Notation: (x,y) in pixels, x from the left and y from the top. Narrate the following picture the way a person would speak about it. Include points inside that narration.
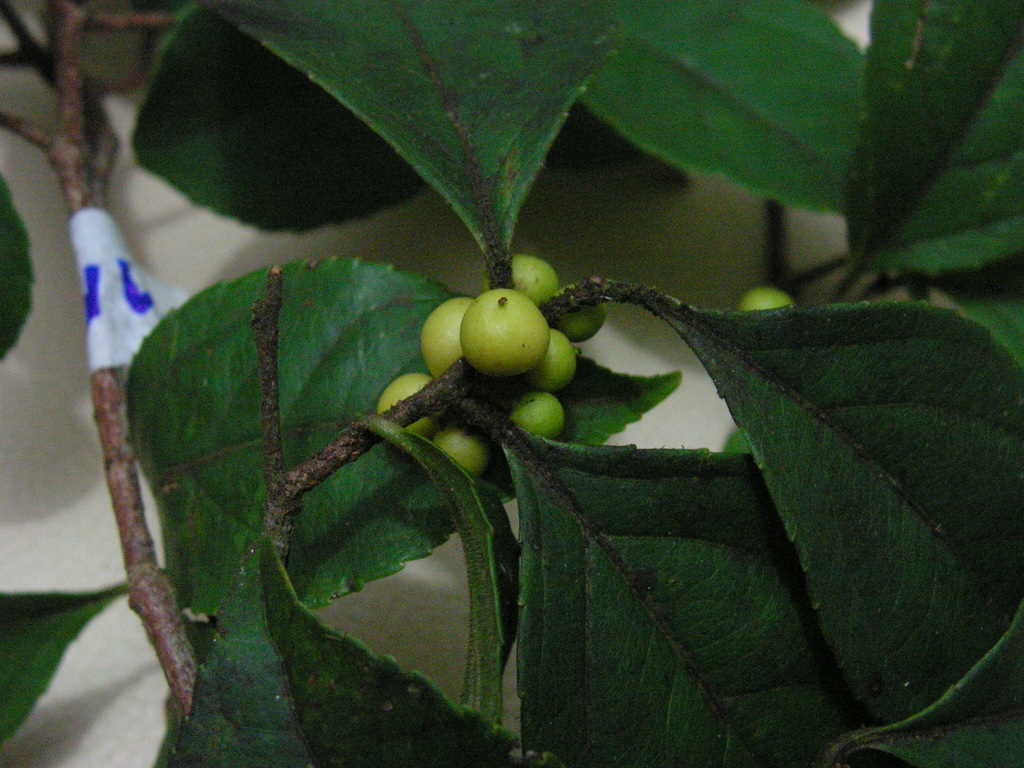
In the picture I can see some leaves (377,87) and fruits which are in green color.
